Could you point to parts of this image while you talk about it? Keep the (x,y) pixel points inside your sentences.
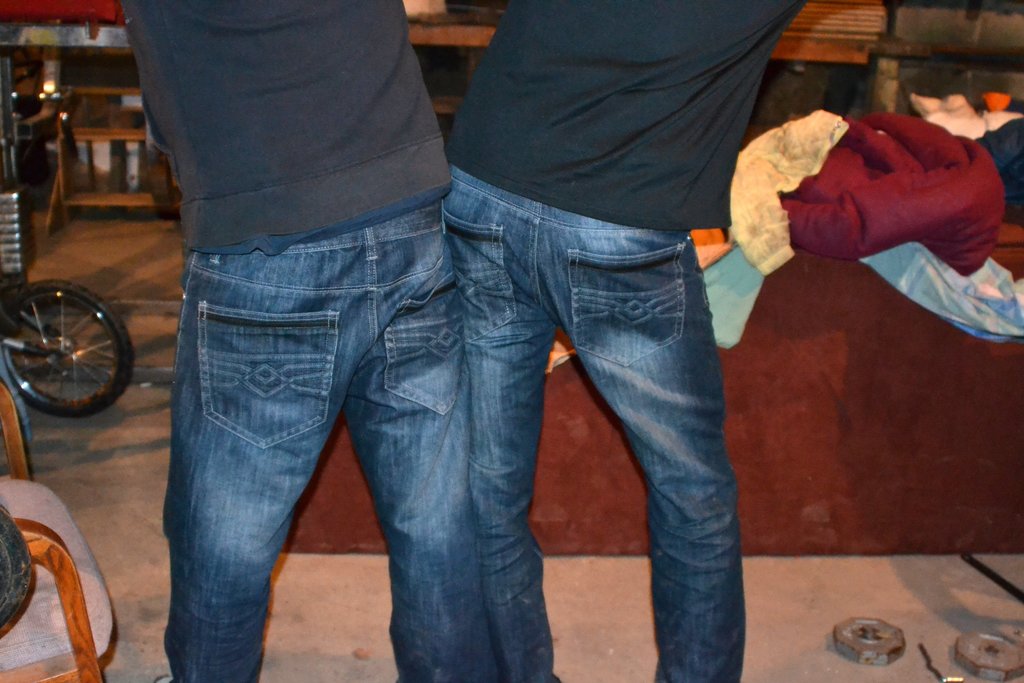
In the foreground of this image (571,298), there are two persons (405,242) standing on the ground (652,629) and in the background (902,549), we can see a red carpet (857,371) and a red bean bag (925,216) on right side of the image (968,175). On right bottom corner (979,643), we can see few nuts (969,652) on the ground (906,678). On left (60,318), we can see a tire (70,348) of a vehicle (57,375), a chair (83,604) and few objects (99,162) in the shelf (87,198).
